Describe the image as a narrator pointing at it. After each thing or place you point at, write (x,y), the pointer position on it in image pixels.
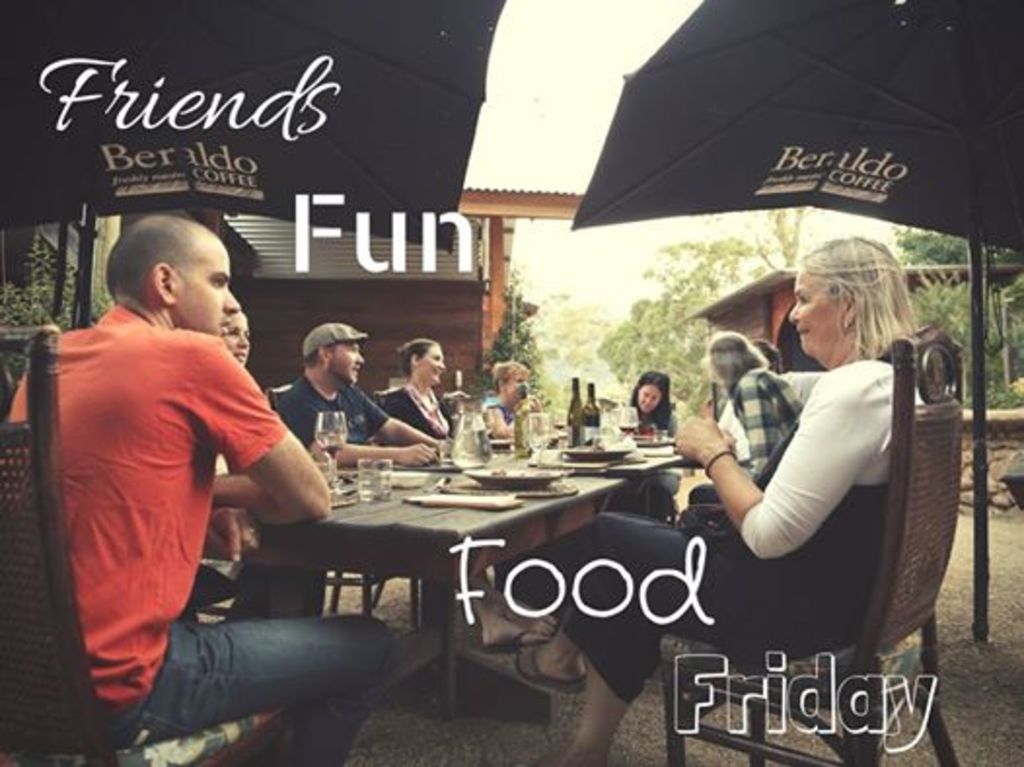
In this picture I can see group of people (143,238) sitting on the chairs (32,731). I can see wine glasses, wine bottles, plates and some other objects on the tables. There are buildings (253,316), trees (1006,366), and in the background (568,121) there is the sky (579,132) and there are watermarks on the image.
